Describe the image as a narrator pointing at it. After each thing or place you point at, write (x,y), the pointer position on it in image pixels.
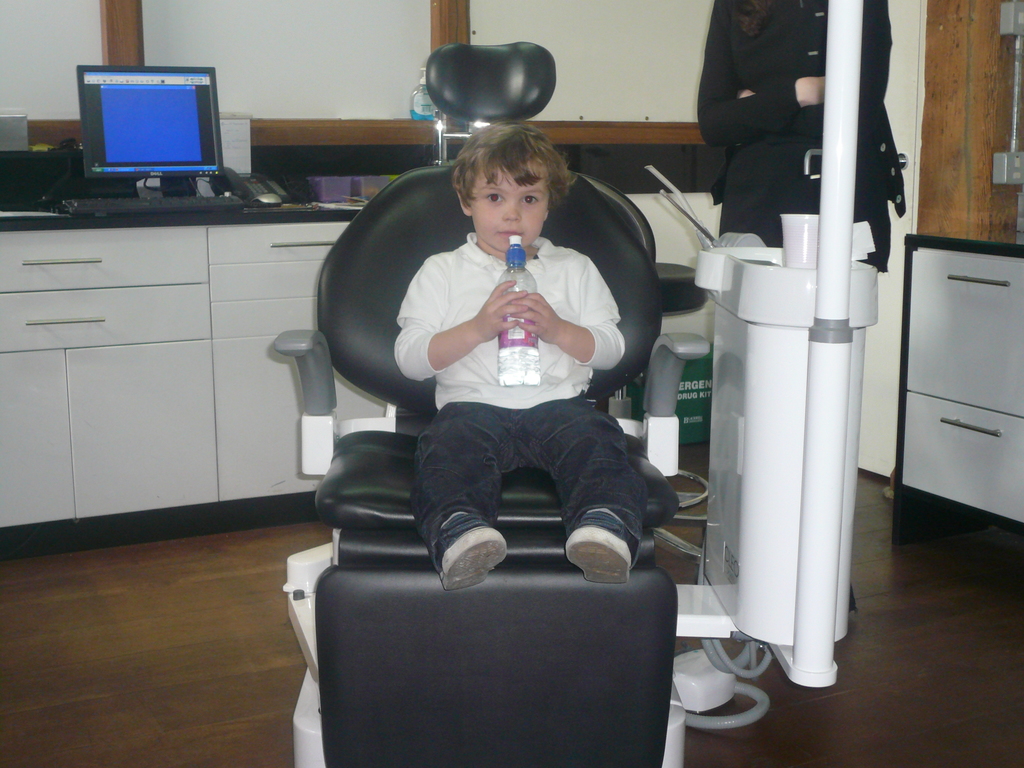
There is a kid (484,408), sitting in a chair (407,241), holding a bottle (527,358) in his hand (521,293). In the background (789,153) there is a person (773,110) standing and we can observe a computer (134,115) here. There is a desk (117,336) here. Behind the computer (175,89) there is a wall (262,37).
